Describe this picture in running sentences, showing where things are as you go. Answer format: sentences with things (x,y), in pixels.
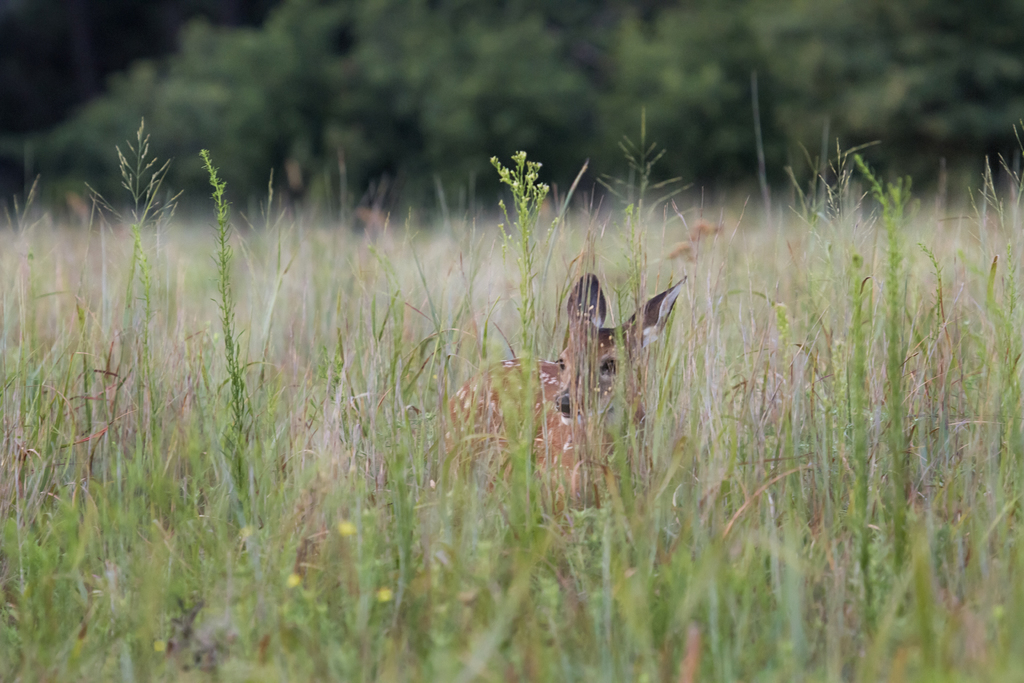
In this image I can see an animal (594,486) and the animal (536,463) is in brown color, background (715,253) I can see trees (609,139) and plants (448,286) in green color.
